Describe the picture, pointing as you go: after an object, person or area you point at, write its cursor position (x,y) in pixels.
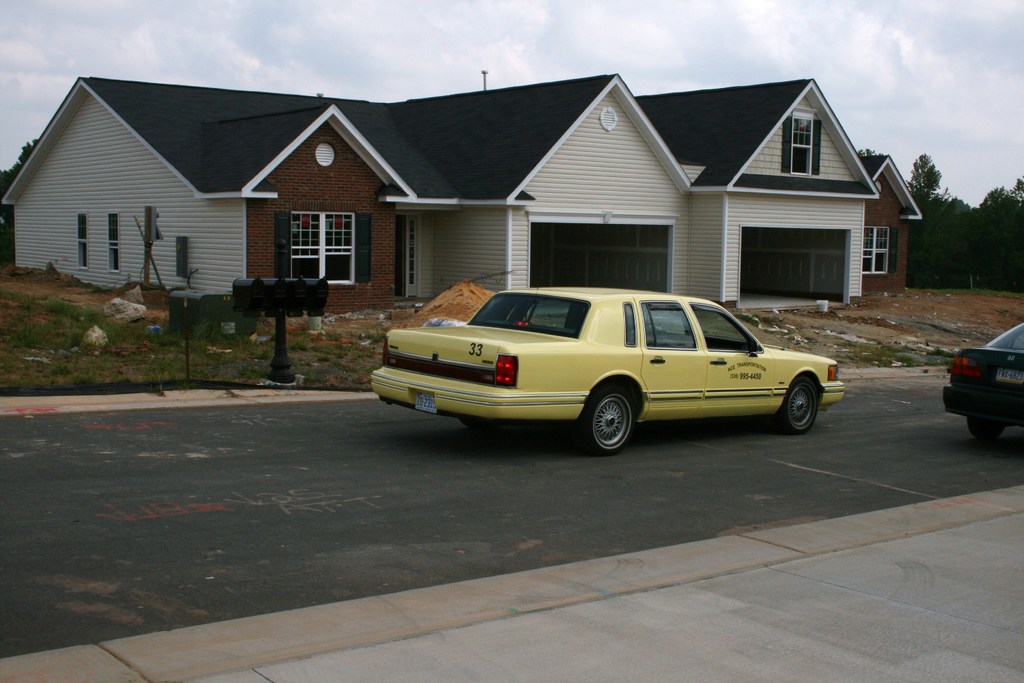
This picture is clicked outside. In the center (434,364) we can see the cars (970,431) parked on the ground (584,519) and we can see the house (371,179) and there are some objects (318,326) placed on the ground (1000,300). in the background (837,19) there is a sky (904,57) and the trees (960,239).
